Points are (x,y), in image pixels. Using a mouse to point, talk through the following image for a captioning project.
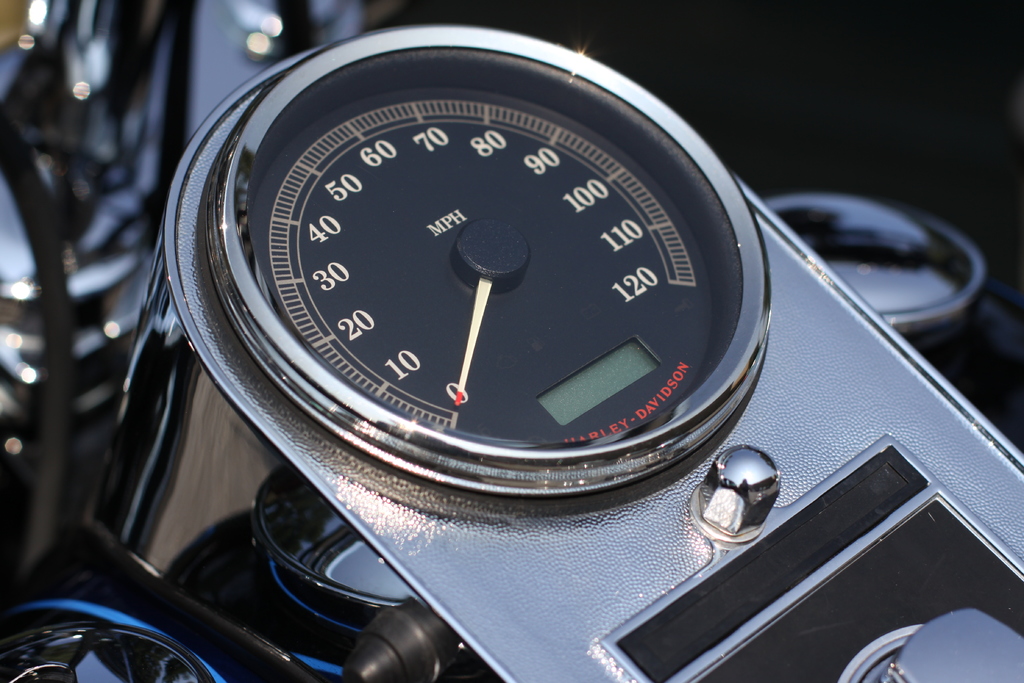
In the image we can see a speedometer (320,88) on a motorcycle (475,668).
